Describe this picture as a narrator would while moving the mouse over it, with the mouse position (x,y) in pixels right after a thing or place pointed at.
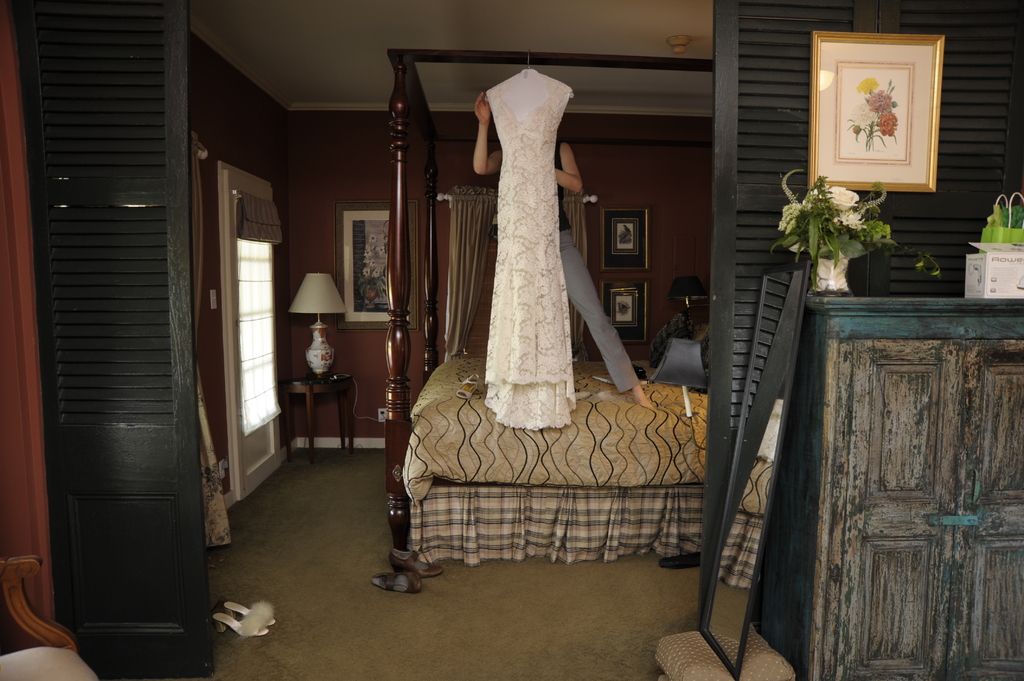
The image is inside the room (409,447). In the image there is a person (560,241) standing behind the dress (508,249), on right side (850,321) we can see a table (858,309). On table (863,319) there are some flower pot (841,286), plants (846,223), photo frame (888,144), on left side (246,282) we can also see a door (246,347) which is closed, lamp (315,353), table (308,404), switch board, curtain (208,518) and a chair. In background (338,294) there is a wall (369,178), curtain (456,263) and a lamp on top (615,22) there is a roof (609,2).
